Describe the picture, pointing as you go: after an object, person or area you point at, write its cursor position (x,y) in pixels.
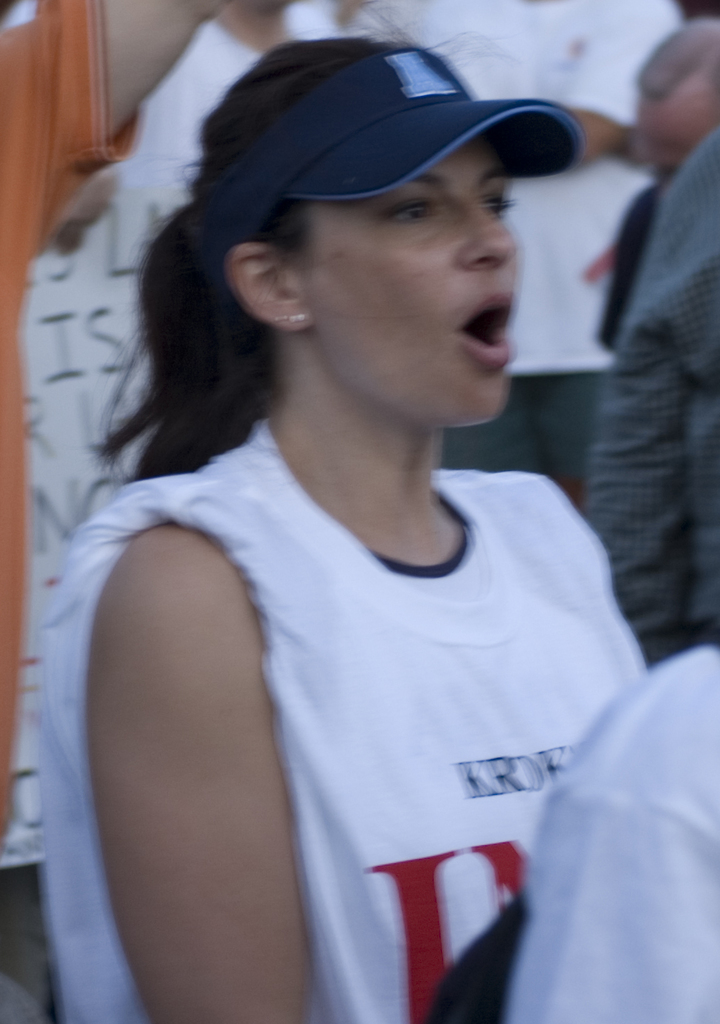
In this picture there is a woman (326,632) standing at the center (320,624) wearing a blue colour hat (374,106). In the background (97,348) there are persons (641,86) and there is a board (97,379) with some text (113,370) written on it.
